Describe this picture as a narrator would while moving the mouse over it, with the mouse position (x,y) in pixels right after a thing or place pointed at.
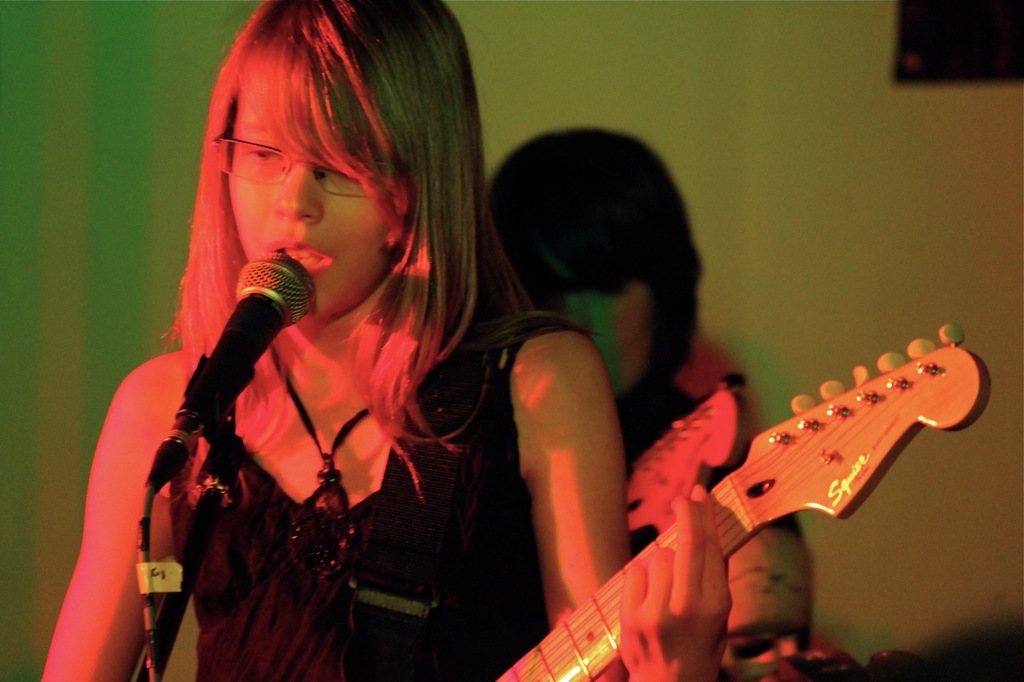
The image is inside the room (699,453). In the image there is a woman (358,517) wearing a black color dress (328,590) holding a guitar (552,653) and playing it in front of a microphone (296,276) and opened her mouth (308,252) for singing. In background (518,213) we can also see another person (535,218) and a wall (590,72) which is in yellow color.
